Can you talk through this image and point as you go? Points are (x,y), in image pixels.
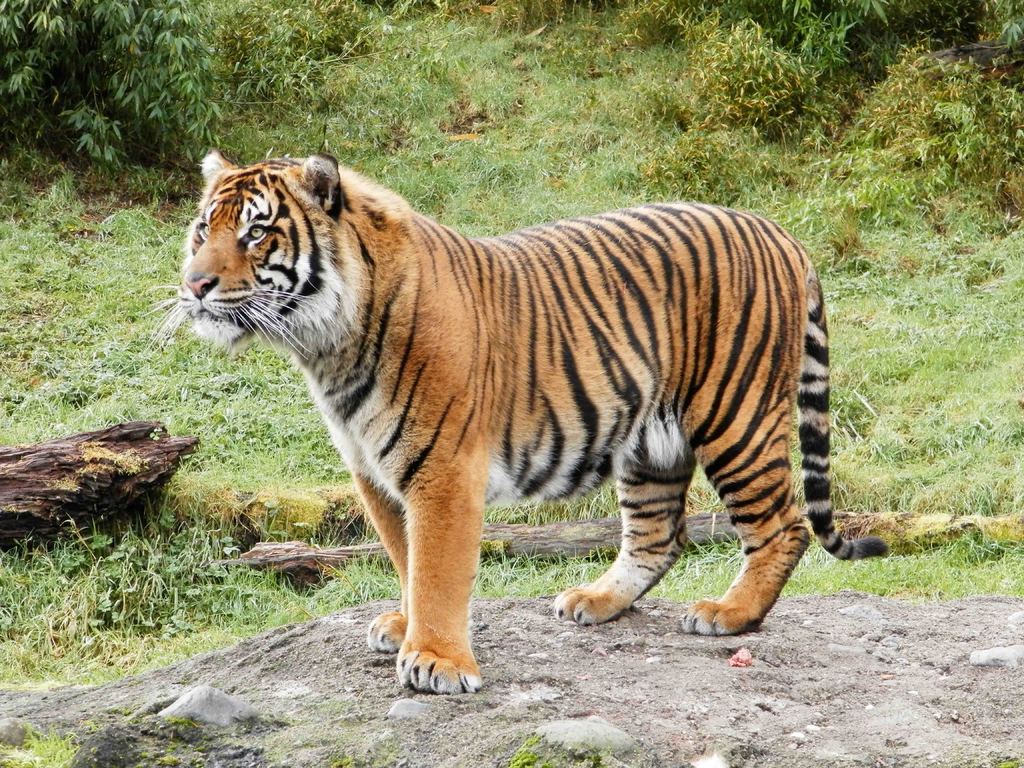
In the center of the picture (404,409) there is a tiger (826,340), on the concrete surface (323,677). In the background (174,106) there are plants (547,1), grass (181,499), wooden logs (86,477) and trees (52,50).
